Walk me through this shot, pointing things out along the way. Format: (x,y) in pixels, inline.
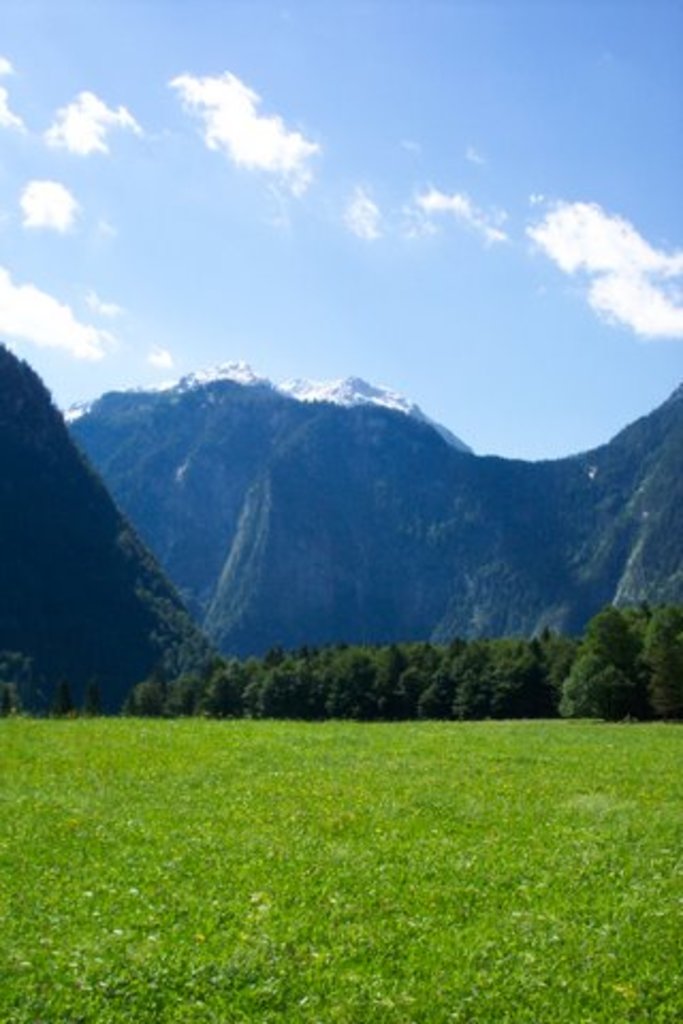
In this image, I can see the trees (594,715) and the grass (290,768). These are the mountains (617,590). I think this is the snow (368,389). These are the clouds (291,143) in the sky (325,198).
